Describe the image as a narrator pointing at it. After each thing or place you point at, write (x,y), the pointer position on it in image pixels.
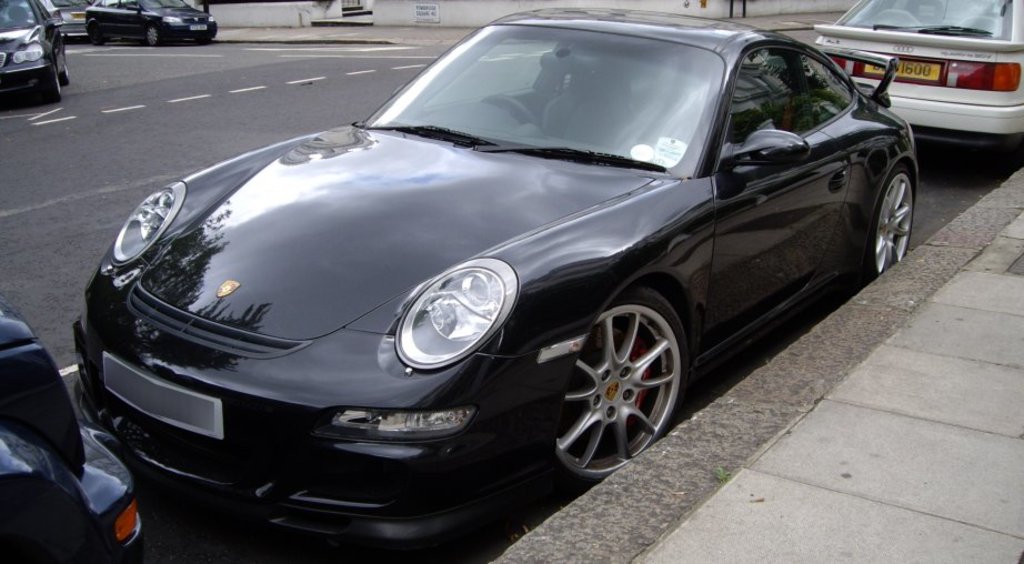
In the center of the image (378,207) we can see a few vehicles (497,190) on the road (202,116). On the right side of the image (867,392), there is a platform (940,366). In the background (406,24) there is a wall (423,22) and a few other objects (432,13).
